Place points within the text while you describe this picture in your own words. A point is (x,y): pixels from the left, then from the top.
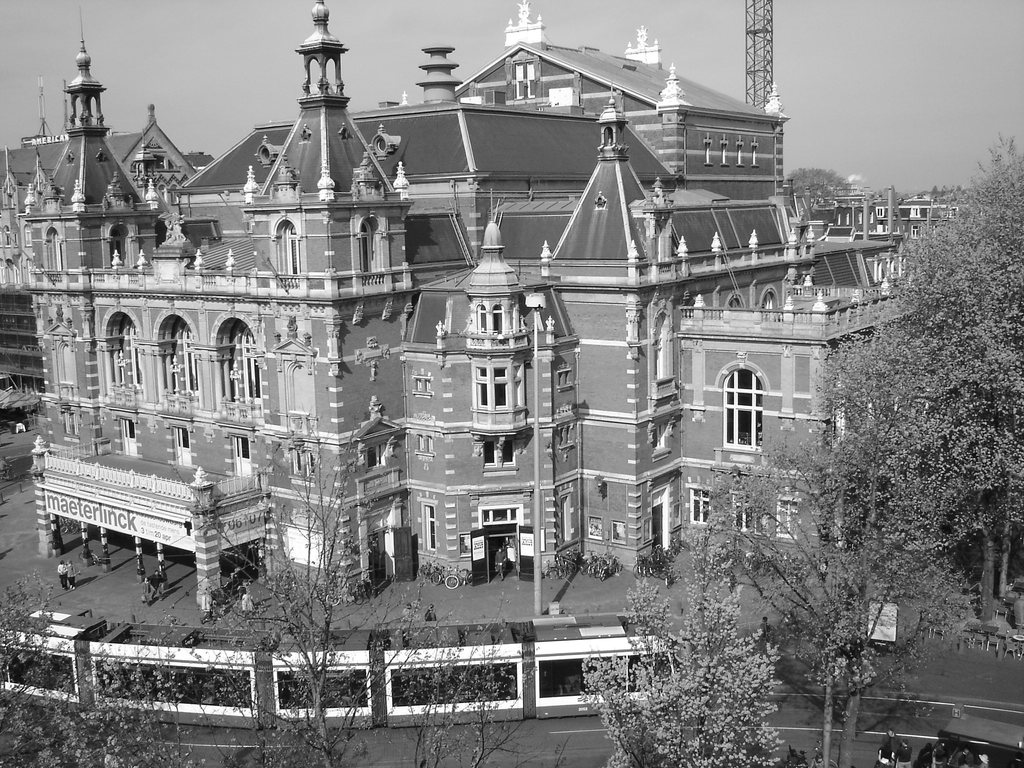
In the picture we can see a huge palace (489,81) with many windows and architecture (345,549) to it and under the palace (214,566) we can see a doors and pillars (204,549) and near it we can see a train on the road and beside it we can see some trees (920,420) and in the background (619,3) we can see sky (841,122).
